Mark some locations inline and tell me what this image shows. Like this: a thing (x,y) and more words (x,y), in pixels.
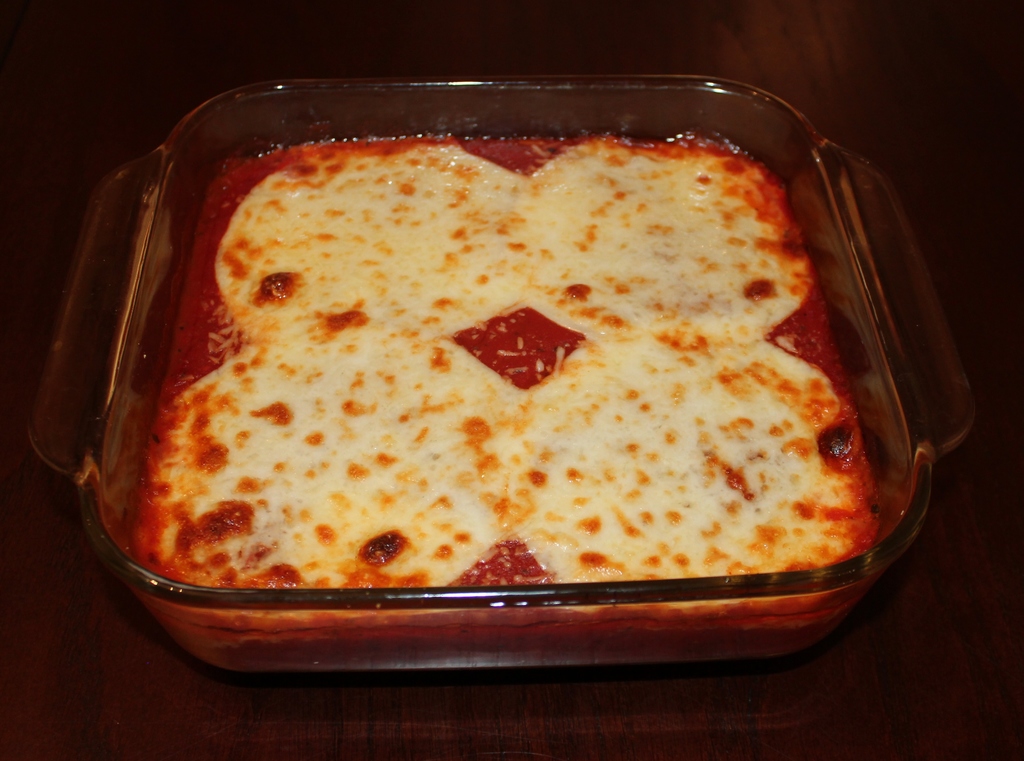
In this picture we can see a bowl (301,662) with food (360,246) in it and this bowl (215,125) is placed on a surface (972,452).
